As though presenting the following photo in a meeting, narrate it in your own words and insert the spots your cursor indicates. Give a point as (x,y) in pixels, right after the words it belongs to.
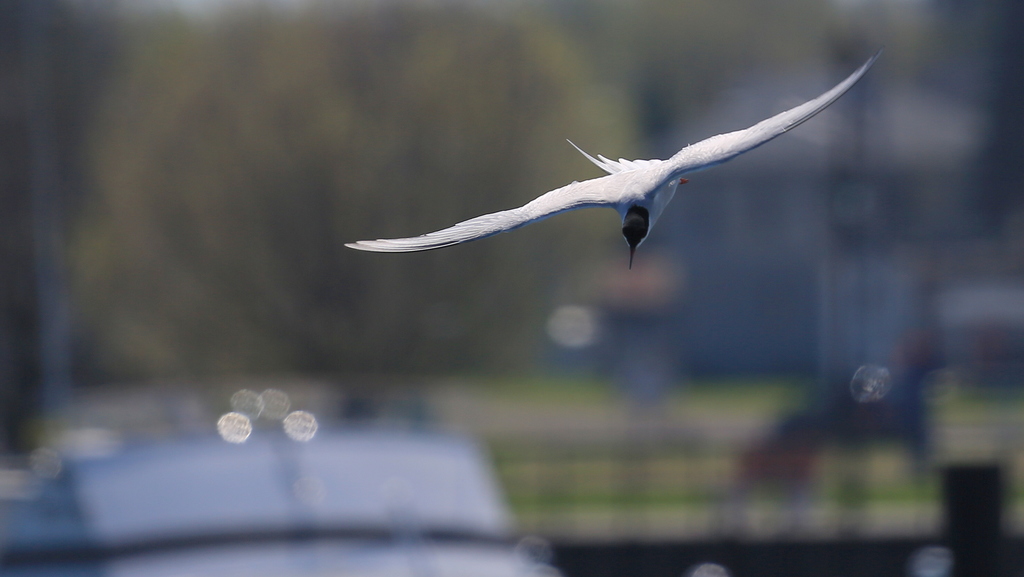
In this image there is a white bird (624,184) flying in the air (512,154). In the background (296,444) there is a vehicle (260,454).
